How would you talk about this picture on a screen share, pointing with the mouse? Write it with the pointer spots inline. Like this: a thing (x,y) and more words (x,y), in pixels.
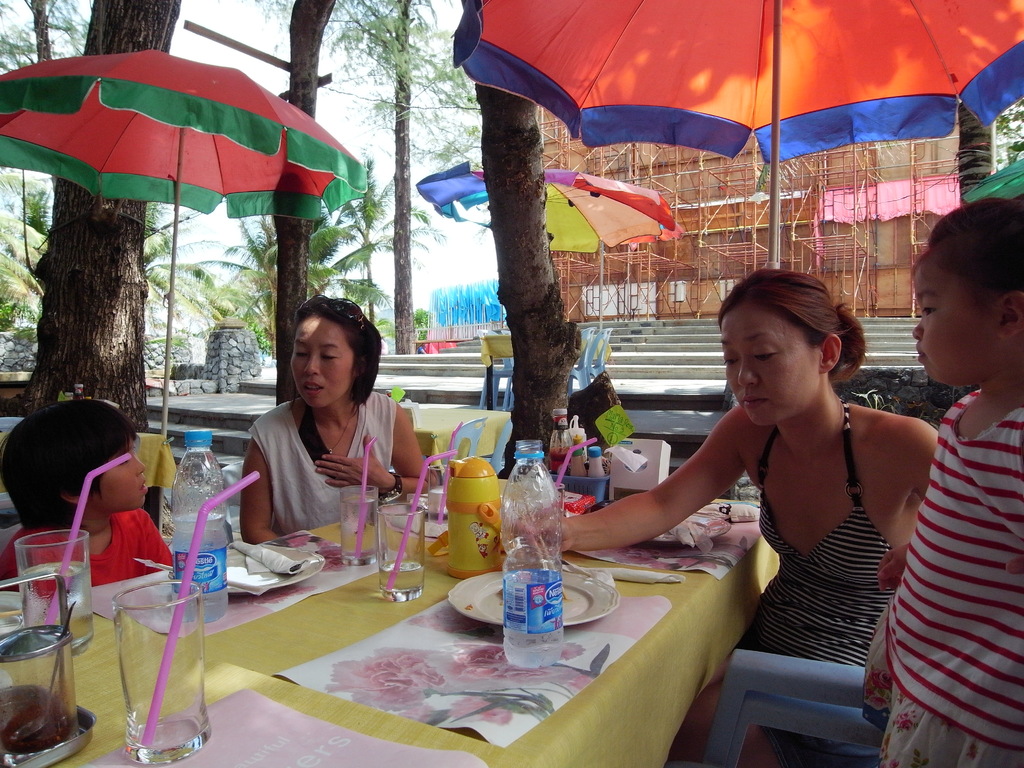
This picture shows a group of people (925,612) seated and we see a table (714,622), on the table (732,600) we see water bottles (182,569) and glasses (120,599) and couple of plates (235,568) and we see several umbrellas (505,35).
